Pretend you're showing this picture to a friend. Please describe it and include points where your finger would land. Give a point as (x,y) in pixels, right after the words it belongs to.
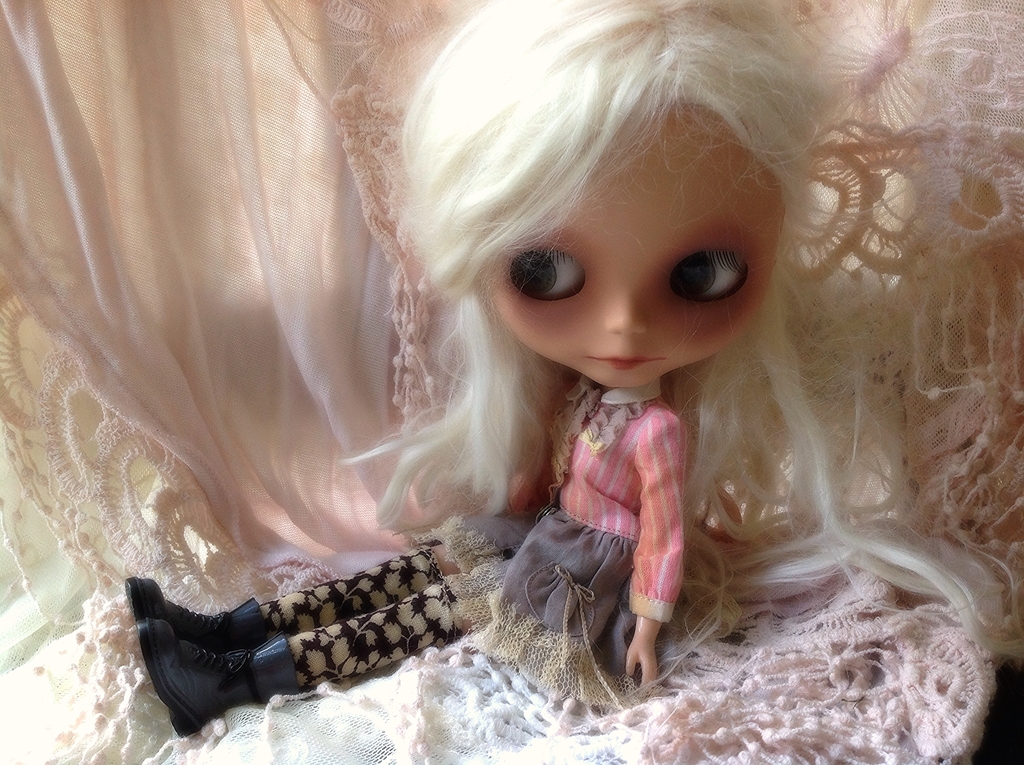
In this image there is a barbie doll (611,510), in the background (354,60) there is a cloth (871,339).
